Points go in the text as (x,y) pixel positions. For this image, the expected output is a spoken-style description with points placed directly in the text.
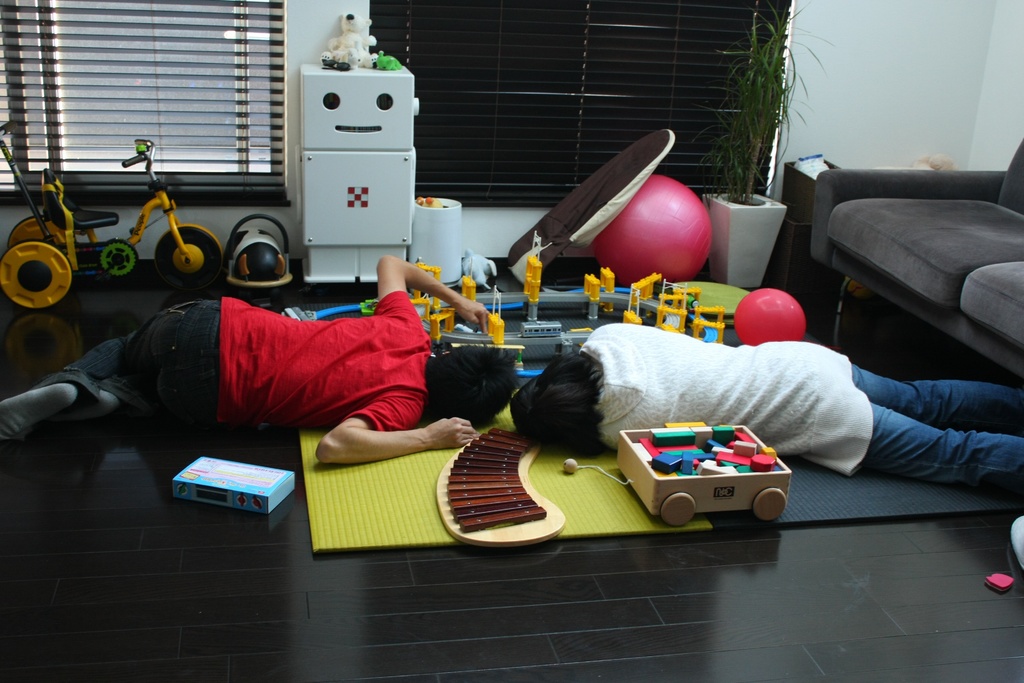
In this image on the floor (230,435) there are two persons (839,416). They are playing something. In the background (126,257) there are bike (195,236), ball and few toys (366,215) are there. In the right (903,254) there is a sofa (927,223). Here there is a plants pot (759,240). In the background (138,68) there are windows (91,100) with blinds (137,86).
